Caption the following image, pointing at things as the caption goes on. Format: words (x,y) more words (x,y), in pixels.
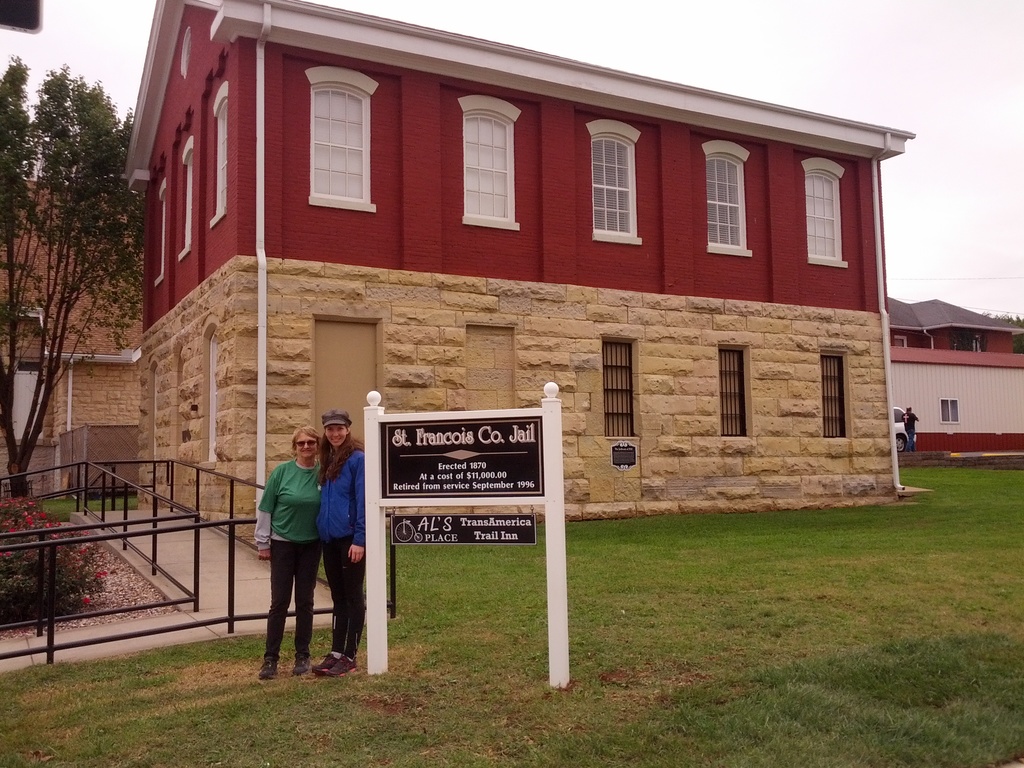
In the center of the image (433,346) we can see the buildings (432,276), tree (131,204), windows (492,216), wall (457,357), door (368,357). On the left side of the image (21,546) we can see the railing (53,543), planter (40,539), flowers (71,564). On the right side of the image (914,445) we can see a car (896,423) and a person (907,432). In the center of the image (504,465) we can see a board (439,468) and two persons (313,539) are standing. At the bottom of the image (726,657) we can see the ground (726,622). At the top of the image (667,65) we can see the sky (689,76).
